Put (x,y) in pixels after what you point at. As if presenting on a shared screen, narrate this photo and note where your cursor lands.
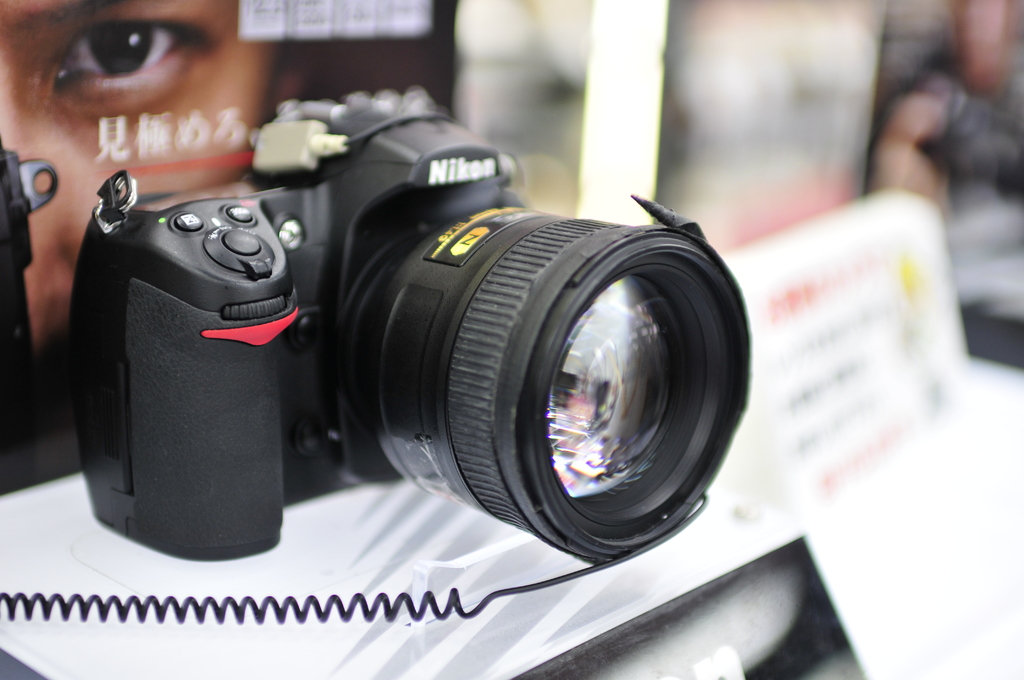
In this image, I can see a Nikon camera (499,393) with the lens (538,532). This looks like a wire (366,620). On the left side of the image (79,116), that looks like a poster (196,37). I think this is a board (874,293). The background (748,159) looks blurry.
